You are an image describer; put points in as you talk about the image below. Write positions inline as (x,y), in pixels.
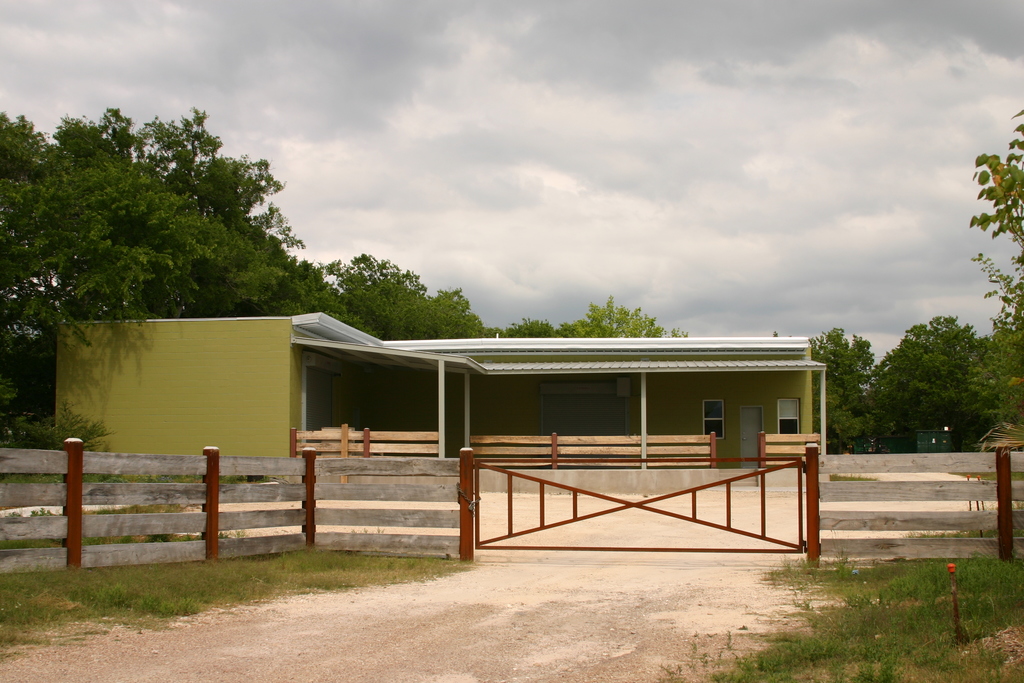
At the bottom of the picture (503,608), we see the grass (191,575) and stones (442,654). Beside that, we see a wooden railing (254,522) or a wooden fence (341,498). In the middle of the picture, we see the brown gate (477,493). Behind that, we see the wooden railing (359,452) and a building (264,386) in green color. There are trees (193,264) in the background (927,399). At the top (424,135), we see the sky (569,168).
